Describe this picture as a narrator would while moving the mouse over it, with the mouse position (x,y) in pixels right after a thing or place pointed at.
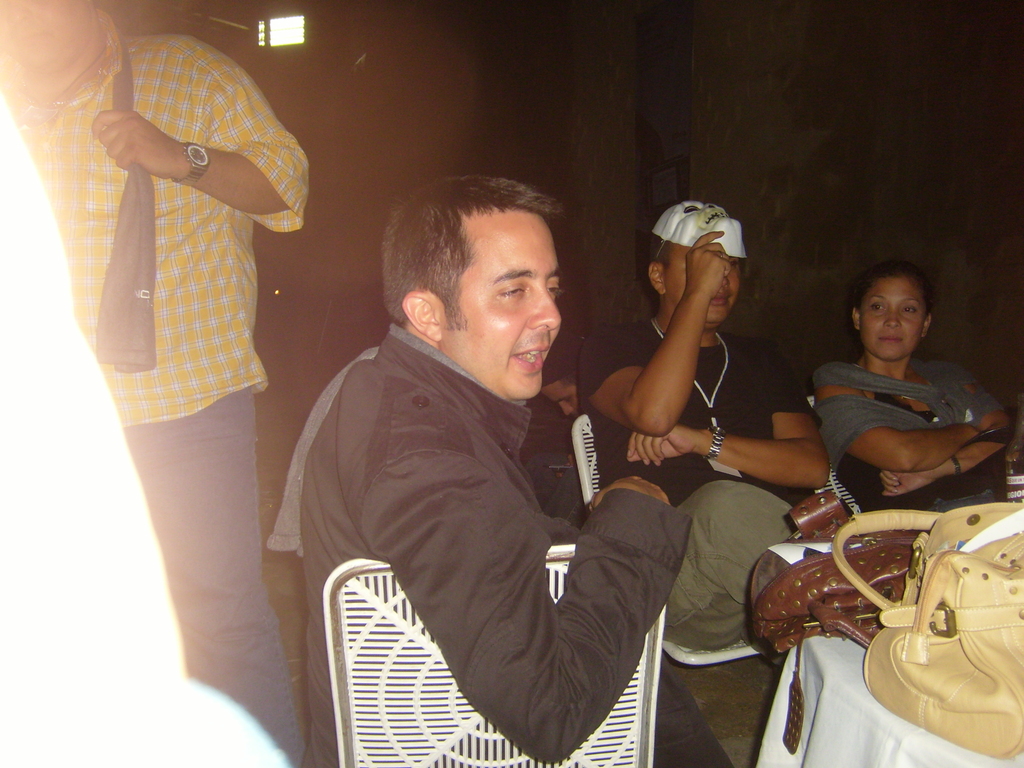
There are people (394,331) some are standing and sitting in the foreground area of the image (931,431). There are bags (853,620) on the table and a window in the background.
